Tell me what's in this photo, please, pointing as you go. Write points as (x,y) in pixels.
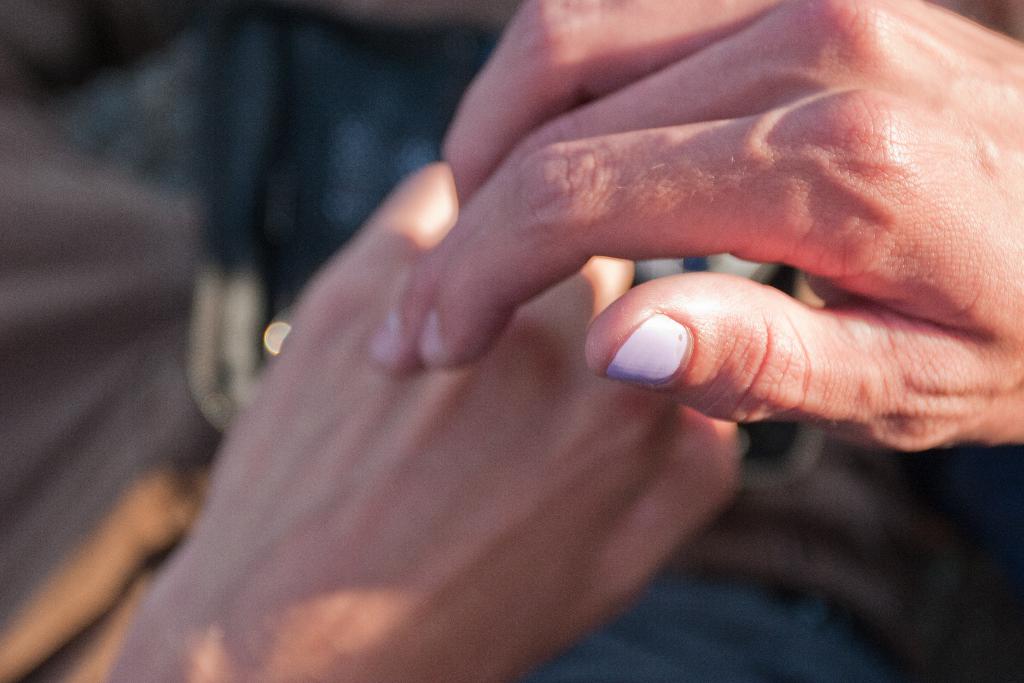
In this image it seems to be the hands (582,514) of a person (355,444). And the background (175,333) is blurred.
